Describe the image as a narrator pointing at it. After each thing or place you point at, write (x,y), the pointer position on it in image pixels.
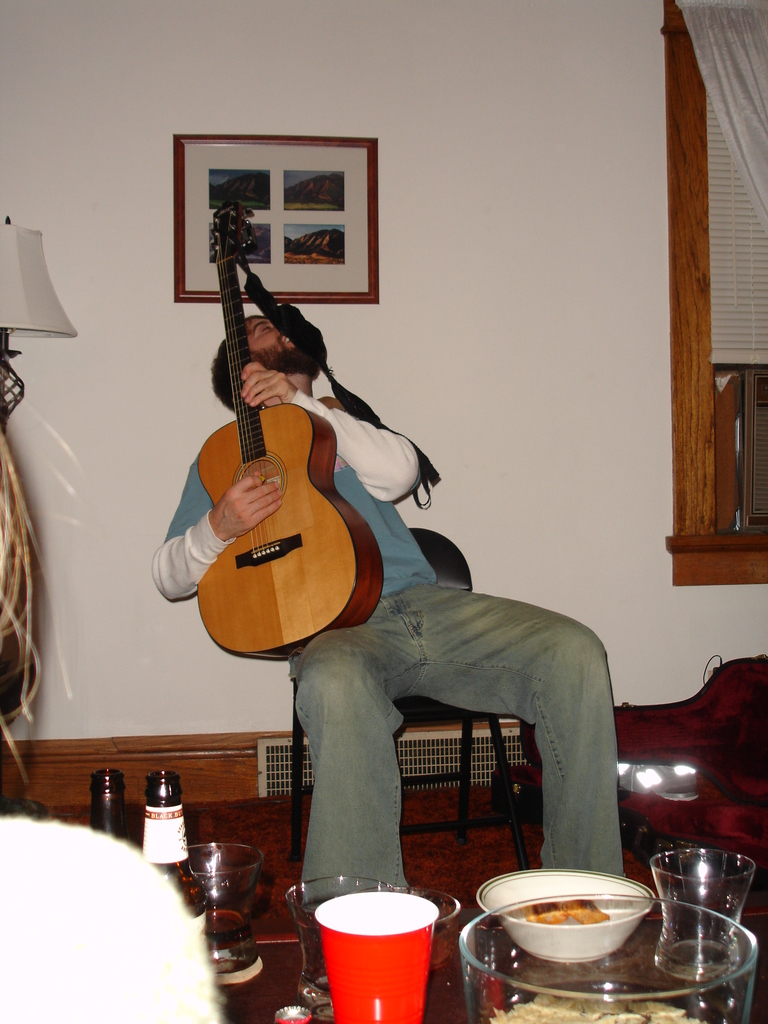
In this picture in side of the room (492,485). He is sitting in a chair (454,575). He is holding guitar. His playing guitar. We can see in the background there is a photo frames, walls (349,372), curtains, window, glass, bottles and something food items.
